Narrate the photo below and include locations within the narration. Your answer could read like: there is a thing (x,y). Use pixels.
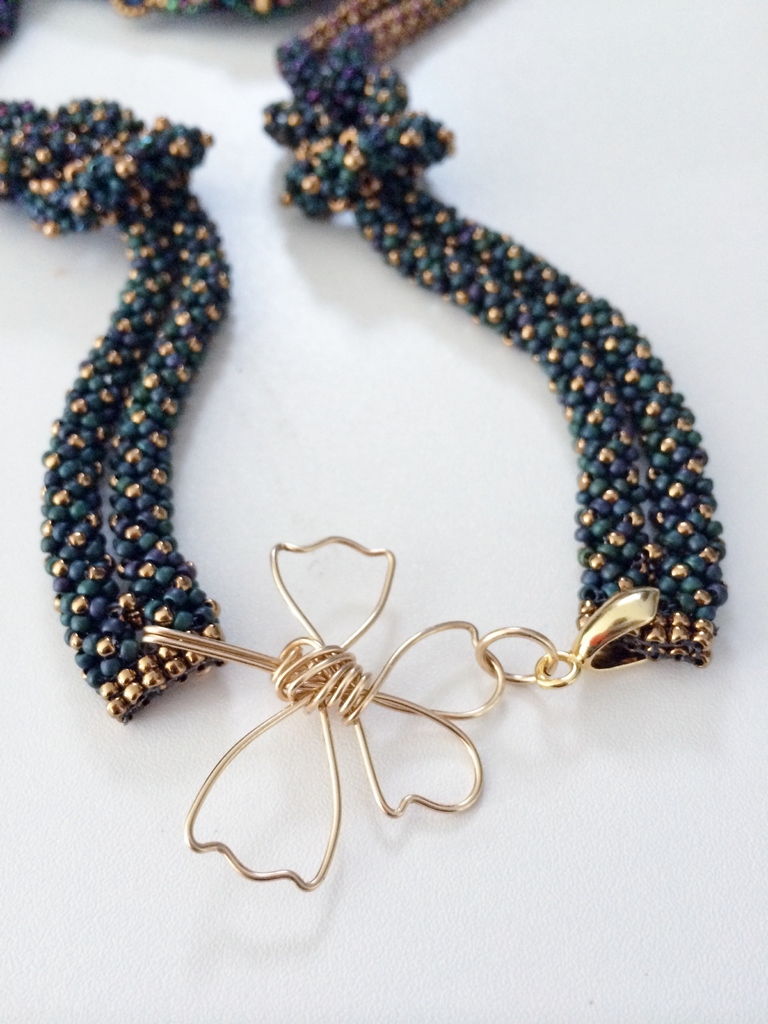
In this image I can see the accessory (162,572) in blue and gold color. It is on white color surface (581,694).
